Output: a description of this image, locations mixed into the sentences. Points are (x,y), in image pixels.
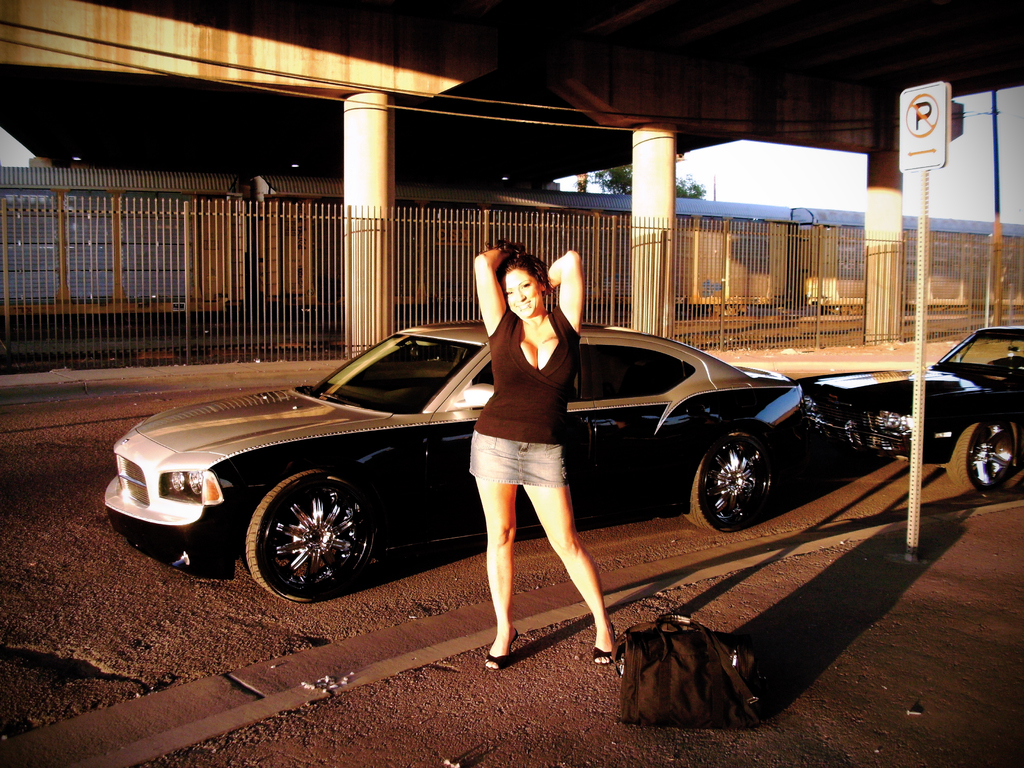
In the image we can see a woman (510,431) standing wearing clothes (472,441). Here we can see a handbag (668,698), kept of the footpath (632,730). Behind the women (506,403) there are vehicles (768,387) on the road (662,543). Here we can see a fence (640,280) and train (692,203). Here we can see a pole (924,254) and a board (902,134). These are the pillars (371,165), a tree (625,181) and a white sky (753,191).
